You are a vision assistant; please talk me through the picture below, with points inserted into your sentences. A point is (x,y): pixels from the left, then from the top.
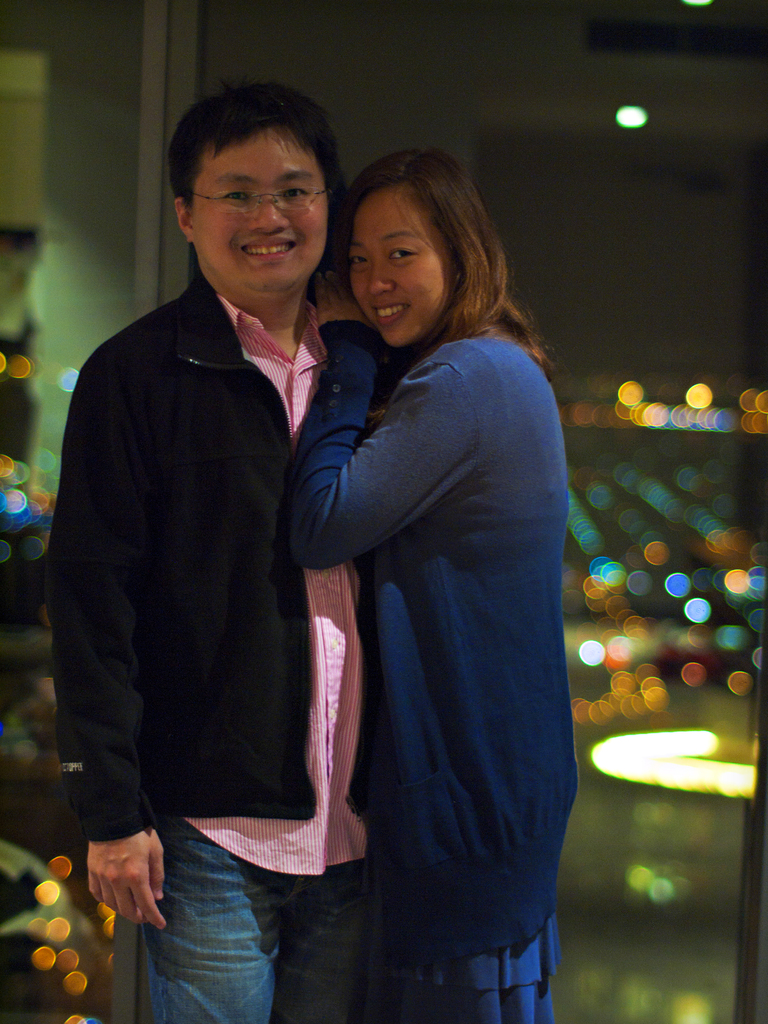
In this picture we can see 2 people (118,907) standing in front of a glass window (594,667) and they are looking and smiling at someone. In the background (636,397), we can see blurry lights (591,580).
